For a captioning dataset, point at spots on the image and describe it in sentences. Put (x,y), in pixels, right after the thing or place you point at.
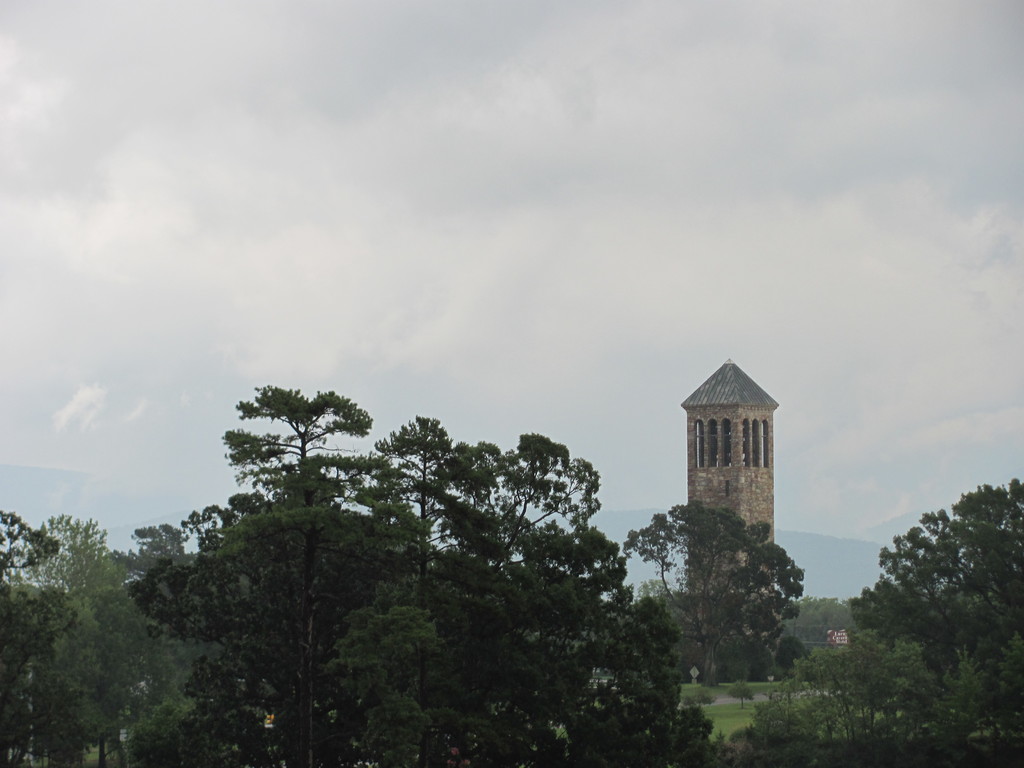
In the down side there are trees (802,614), in the right side (776,409) it is a structure (742,463). At the top (542,254) it is a cloudy sky (495,311).
